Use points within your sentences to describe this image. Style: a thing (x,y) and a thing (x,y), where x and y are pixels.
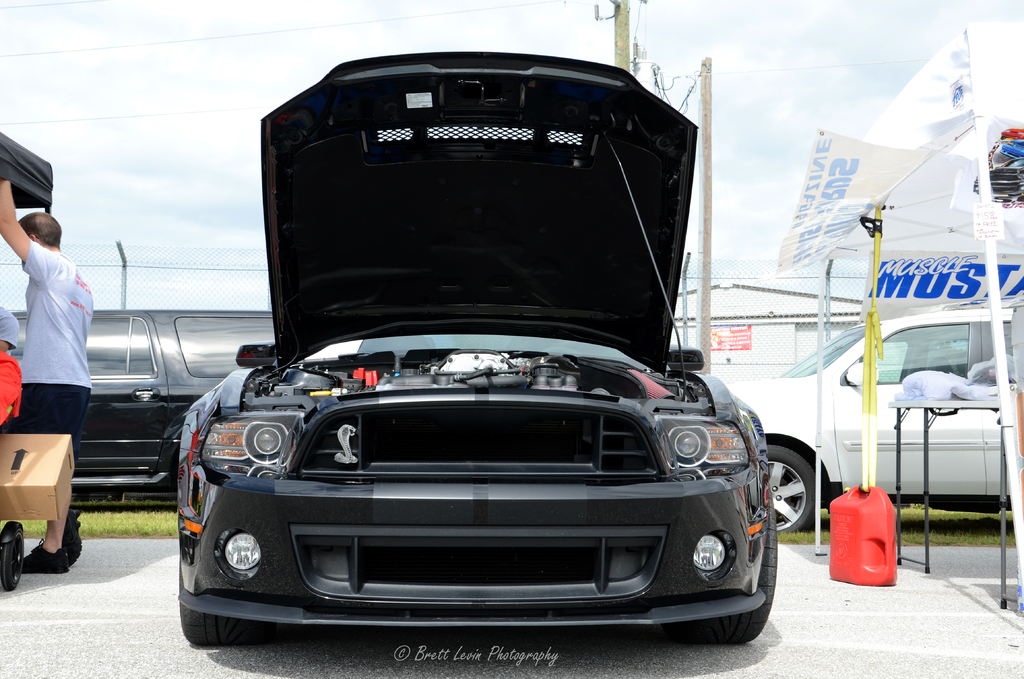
This image is clicked outside. There are cars (612,365) in the middle (475,451). There is a person (92,292) on the left side (49,346). There is a box (22,461) on the left side (56,519). There is a tent (893,222) on the right side (966,134). There is a fence (144,307) in the middle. There is sky (545,12) at the top (753,26).
